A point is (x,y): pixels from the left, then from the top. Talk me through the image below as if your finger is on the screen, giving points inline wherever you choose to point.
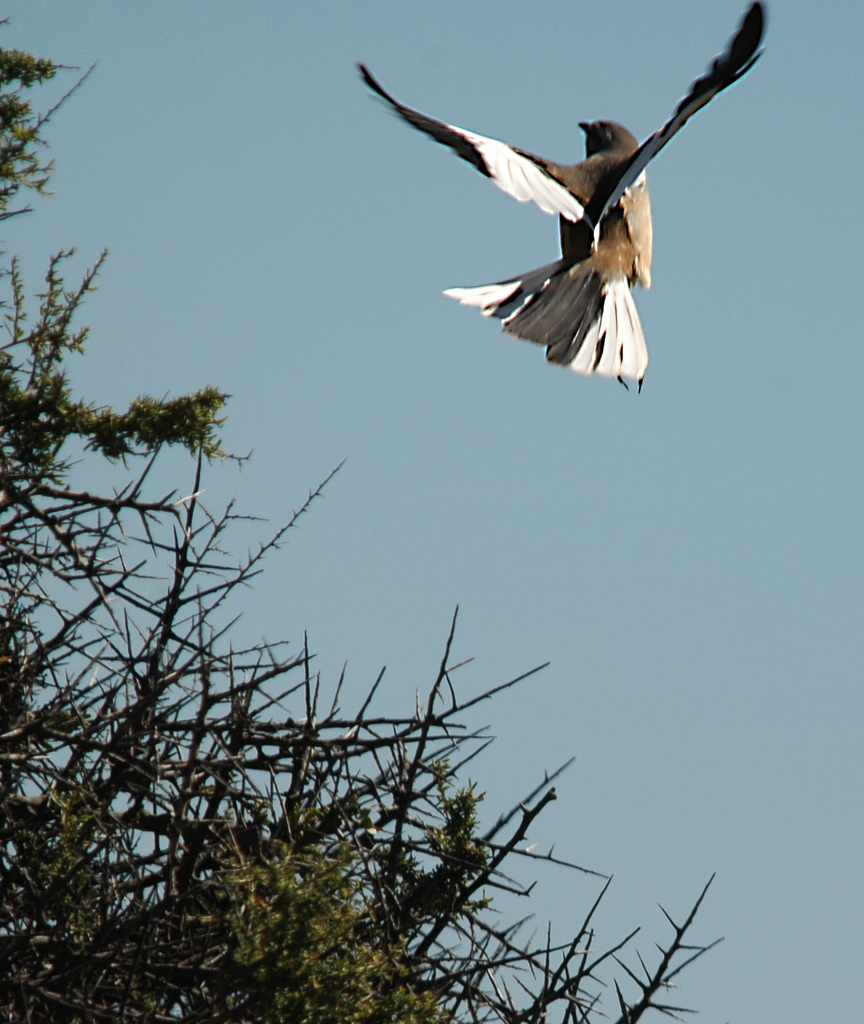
In this picture we can see trees (113,746) and a bird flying in the air (582,464) and in the background (505,417) we can see the sky (609,426).
